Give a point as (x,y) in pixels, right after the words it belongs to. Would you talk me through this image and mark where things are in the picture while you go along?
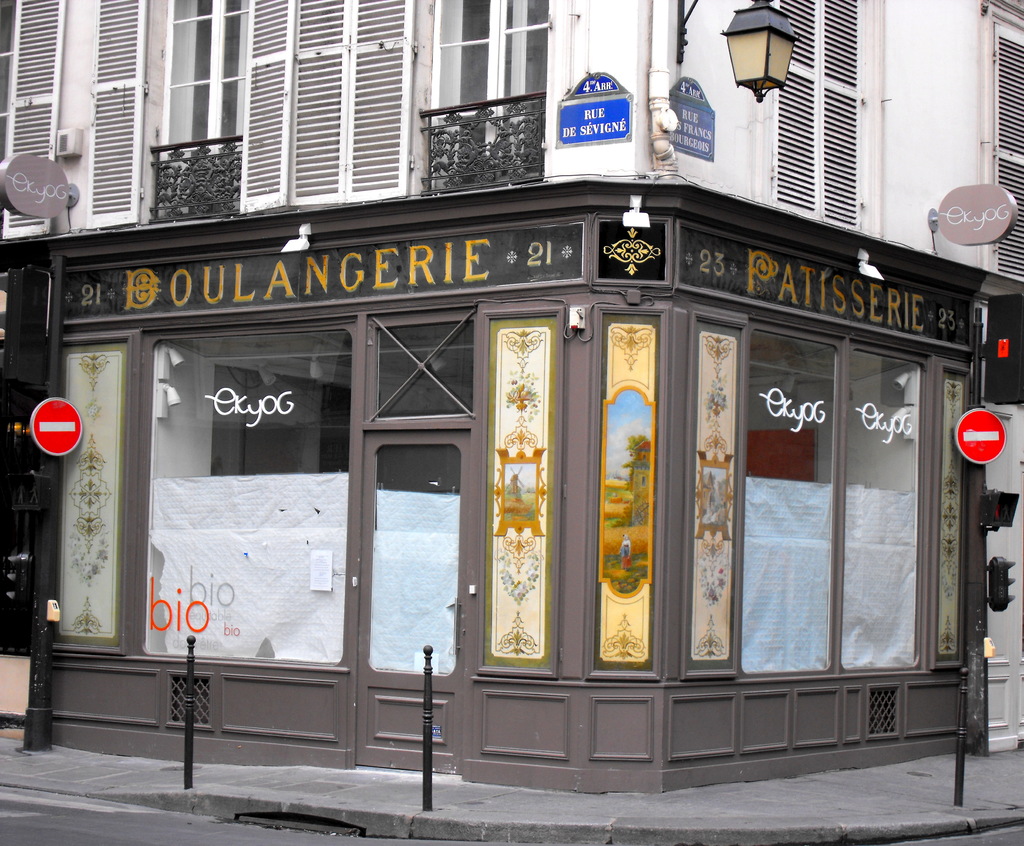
In the picture we can see a building (298,717) under it we can see a shop (171,301) and name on it as BOULANGERIE and the shop (503,599) is with glass windows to it and on the top of it, we can see a lamp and a railing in the building window (498,6) and near to the shop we can see some poles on the path (569,808).
